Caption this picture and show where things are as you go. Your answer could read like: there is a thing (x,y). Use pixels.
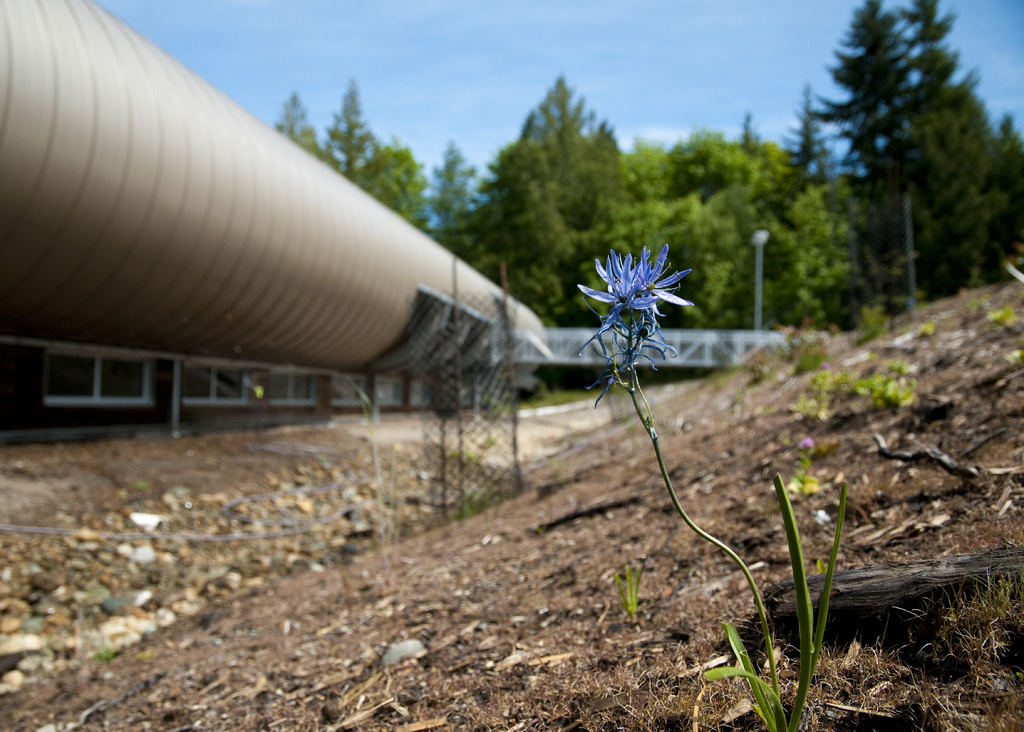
In front of the image there is a flower (667,476), behind the flower (658,436) there are trees (594,205) and lampposts (757,267) and there is a metal structure (675,330), to the left of the flower (608,325) inside the mesh fence (496,307) there is a cylindrical shaped like structure (315,333) beneath that there are glass windows (275,374).
